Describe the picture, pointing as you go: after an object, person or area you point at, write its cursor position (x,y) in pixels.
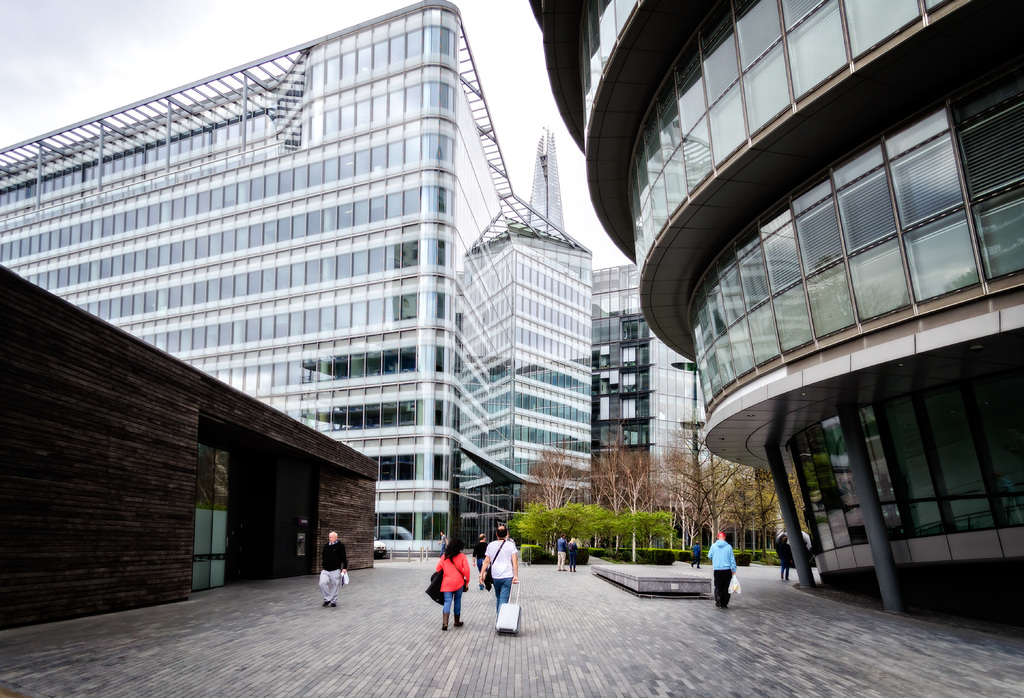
In this image, we can see glass buildings (447,290), trees (603,456), plants (648,510), few people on the walkway (567,631). Here we can see a house (190,550). Background (312,12) there is a sky (320,26). Here we can see vehicle reflection (391,540) on the glass (404,532).
